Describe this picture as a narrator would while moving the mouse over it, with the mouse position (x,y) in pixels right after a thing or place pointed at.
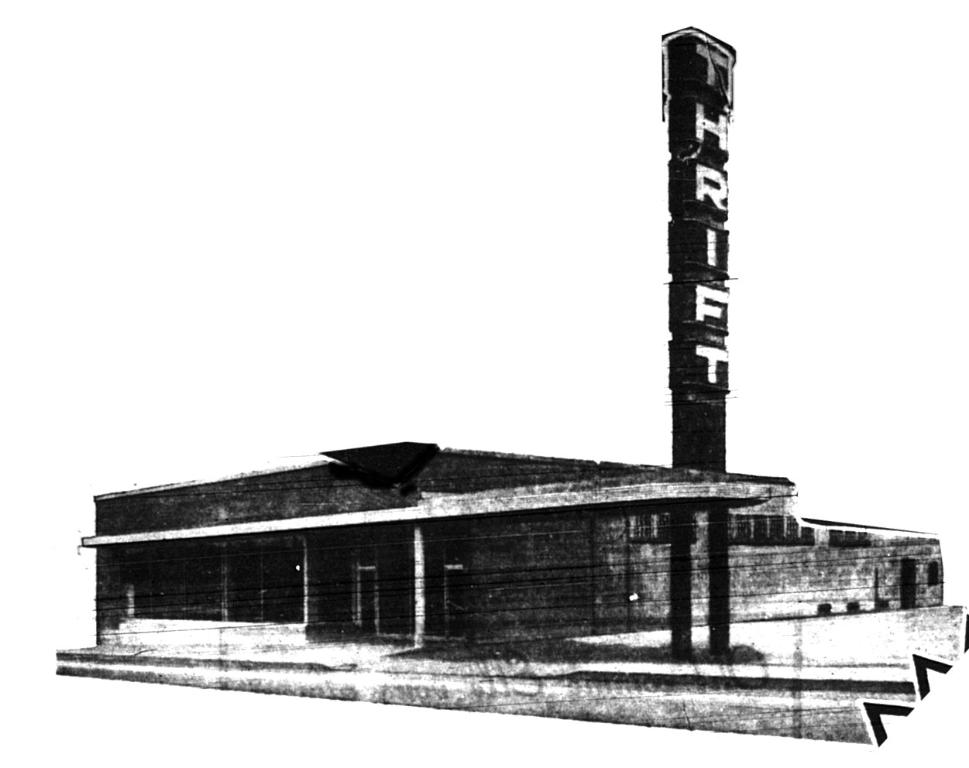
This is an edited image. In the picture there is a building (511,501). The picture has white surface (322,298) and background (425,248).
